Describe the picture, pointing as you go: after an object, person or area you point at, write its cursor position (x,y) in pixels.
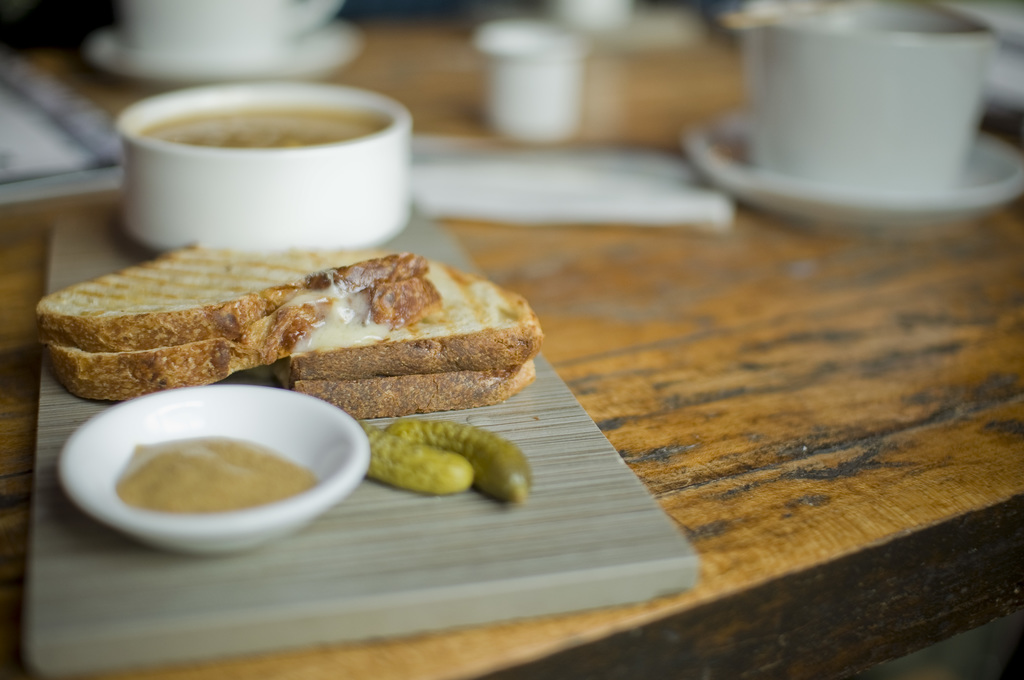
In this image, we can see few things (437,477), cup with saucer (802,206), bowls (402,204), some items (392,321) are placed on the wooden surface (994,362).
